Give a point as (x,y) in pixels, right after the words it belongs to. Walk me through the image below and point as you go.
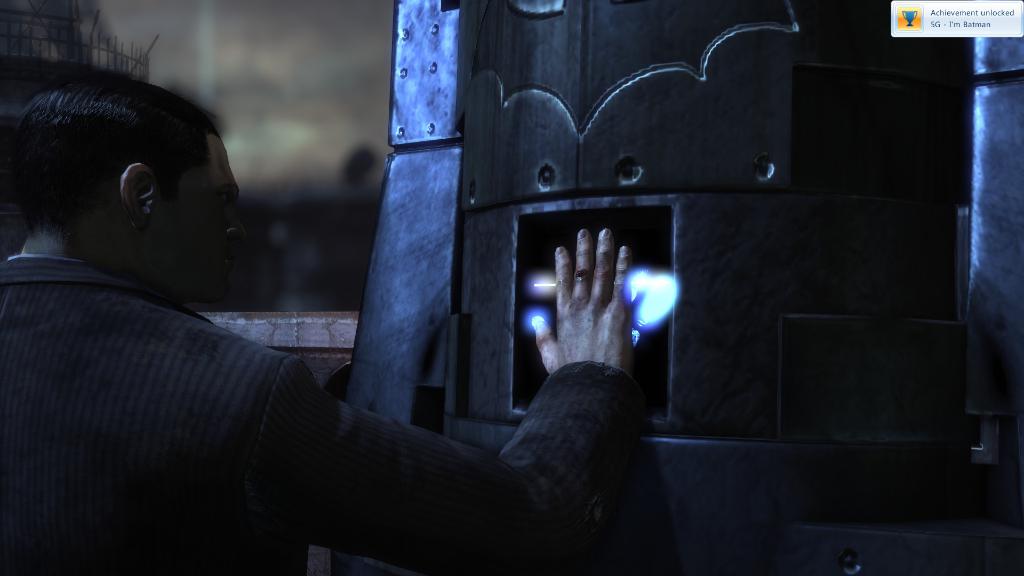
In the picture we can see a man (255,541) standing and touching an object (524,375).
